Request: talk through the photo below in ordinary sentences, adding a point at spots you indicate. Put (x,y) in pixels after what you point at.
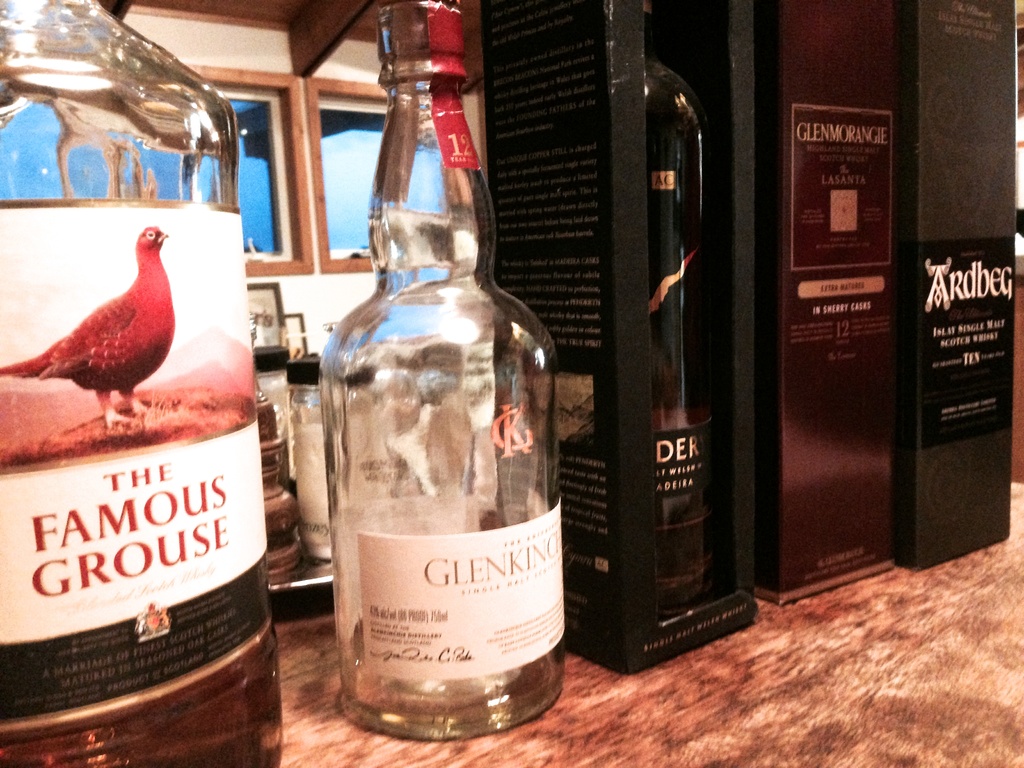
The picture consists of few alcohol bottles (169,128) and some are in box (908,426) on a table (794,680) and on the background wall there are windows (300,169).
